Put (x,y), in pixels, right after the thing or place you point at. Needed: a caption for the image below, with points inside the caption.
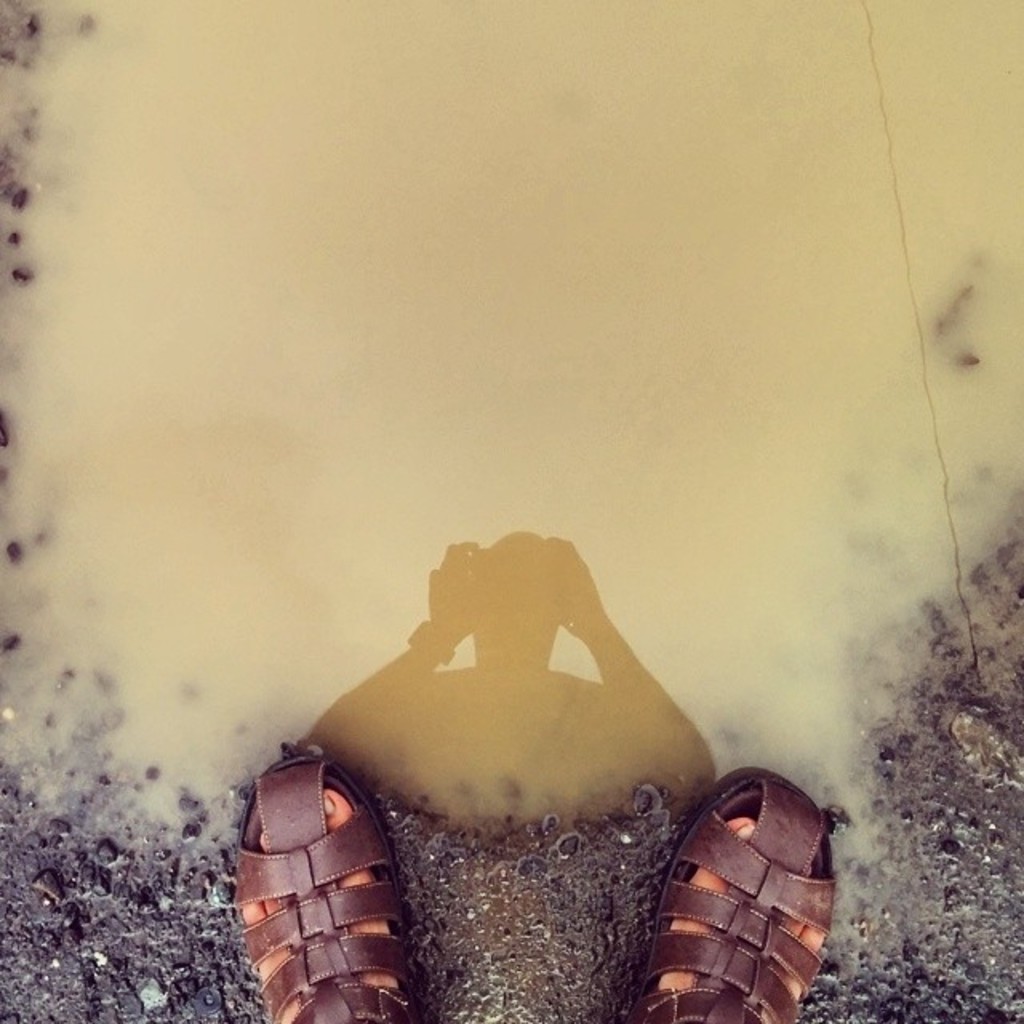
In this picture we can see a person's feet (279,961) with footwear (268,954) and in the background (245,781) we can see mud water (512,326).
